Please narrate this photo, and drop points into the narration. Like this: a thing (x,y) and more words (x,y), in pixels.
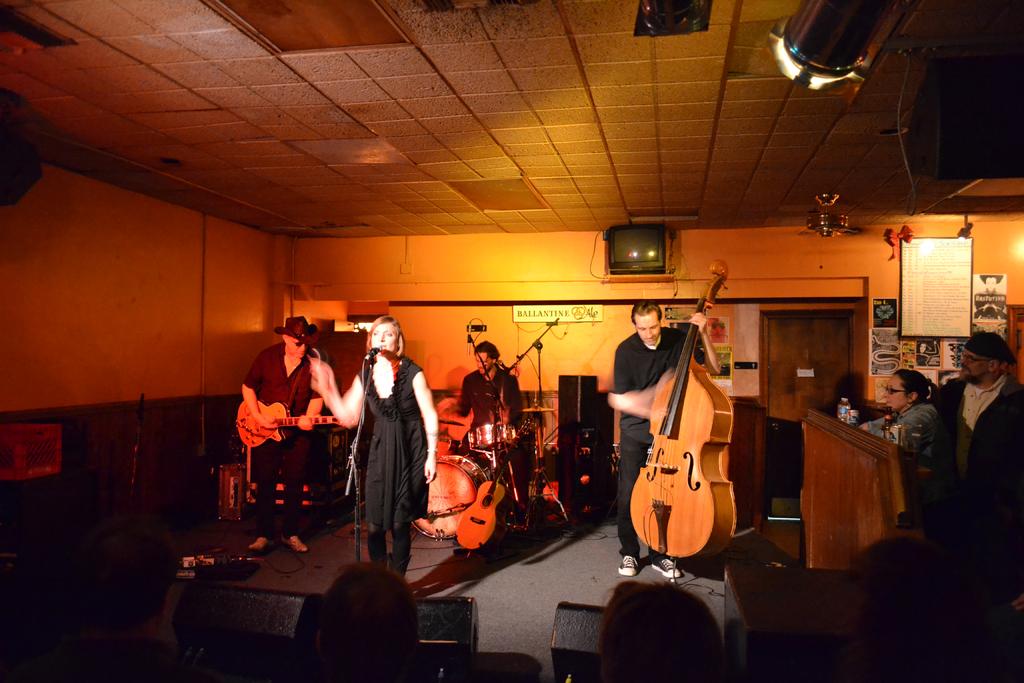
This image is clicked inside the room (717,184). There are many people (349,398) in this image. In the middle (352,418), the woman (330,401) standing and wearing a black dress (414,448) is singing in a mic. To the left (284,464) the man (282,449) in black dress (261,455) is playing the guitar (337,422). At the back (460,411) the man (455,412) is playing the drums (459,474). At the bottom (370,680), the audience (864,658) are listening and watching. In the background (629,239) there is a TV (636,265).
